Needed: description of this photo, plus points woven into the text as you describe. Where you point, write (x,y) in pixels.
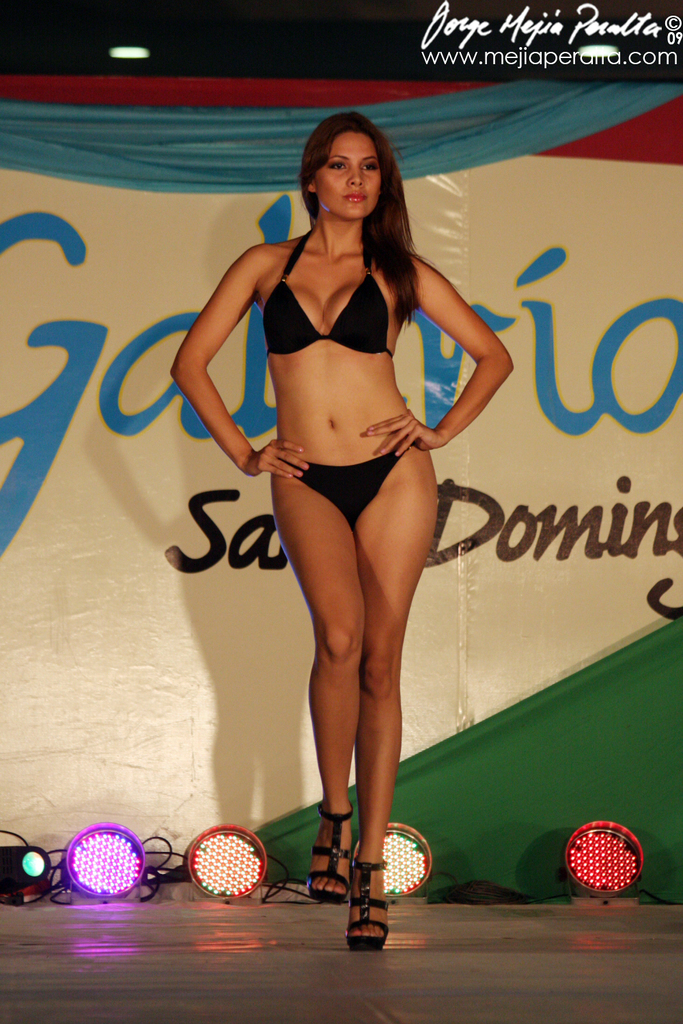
In this image there is a girl (384,562) standing on the stage (260,947), behind her there is a banner (304,763), lights (76,854) and water mark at the top of image (460,56).
